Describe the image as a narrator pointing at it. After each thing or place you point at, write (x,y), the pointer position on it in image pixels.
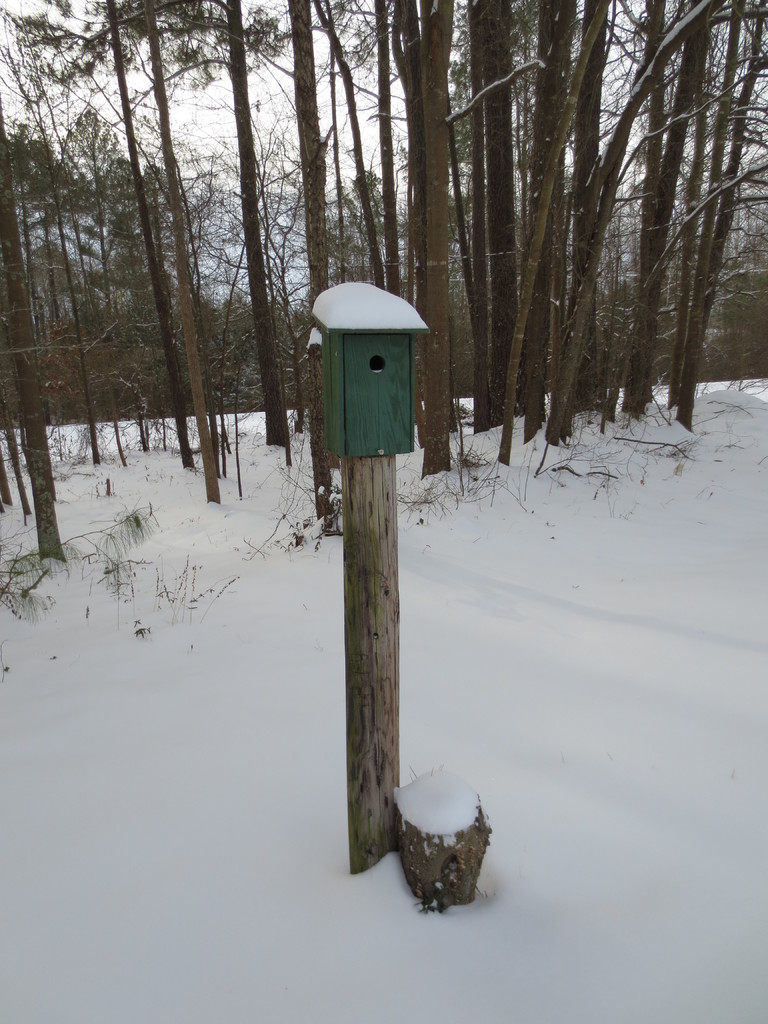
In this picture is a pole (374,807) in the foreground (384,801). At the back (406,215) there are trees (315,229). At the top (212,96) there is sky (215,181). At the bottom (265,843) there is snow (27,874).
